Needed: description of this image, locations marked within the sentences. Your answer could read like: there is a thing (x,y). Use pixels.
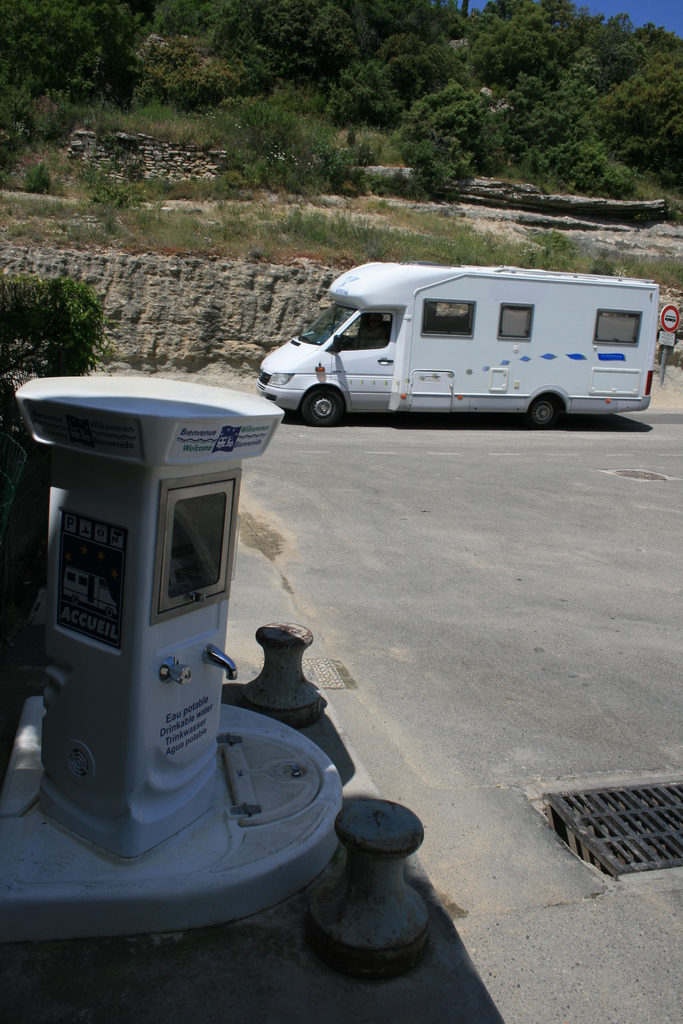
On the left side of the image (216,752) we can see two poles (335,826) and one white color solid structure (215,845). On the solid structure (226,859), we can see one white color object (133,588). On the object (194,422), we can see some text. In the background (520,36), we can see the sky (617,1), trees (520,36), plants (102,198), grass (126,216), one vehicle (388,408) on the road (485,451) and a few other objects (204,157).
